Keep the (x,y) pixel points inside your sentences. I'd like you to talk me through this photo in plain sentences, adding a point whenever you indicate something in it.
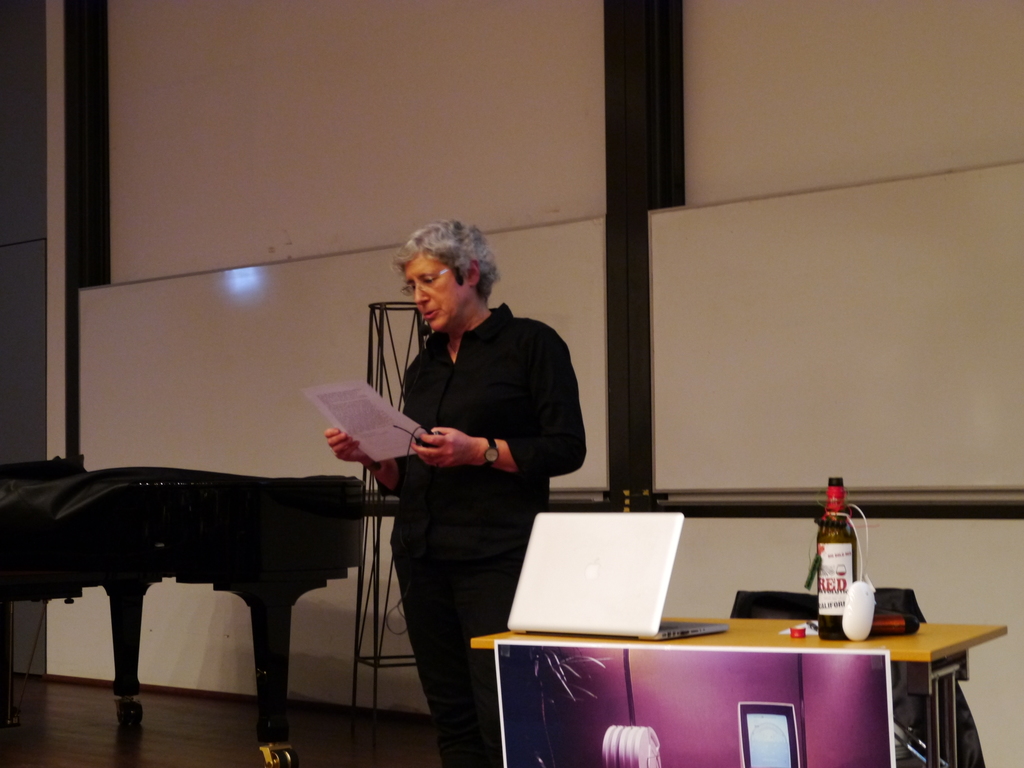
Here we can see one woman (438,698) standing and reading something on a paper (399,448) which is in her hands (442,451). Here we can see one table (512,651) and on the table (867,641) we can see a bottle (818,619), laptop (601,549).
